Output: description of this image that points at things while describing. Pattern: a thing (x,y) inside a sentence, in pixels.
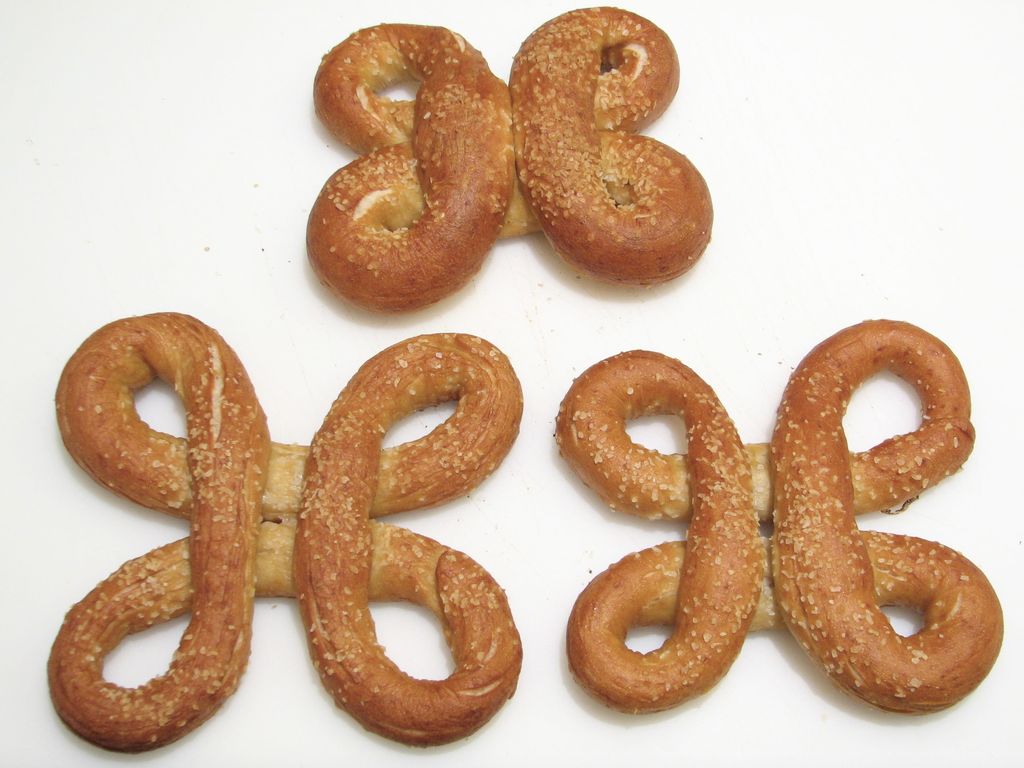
In this image we can see some food items (423,450) which are called as pretzels (228,541).
